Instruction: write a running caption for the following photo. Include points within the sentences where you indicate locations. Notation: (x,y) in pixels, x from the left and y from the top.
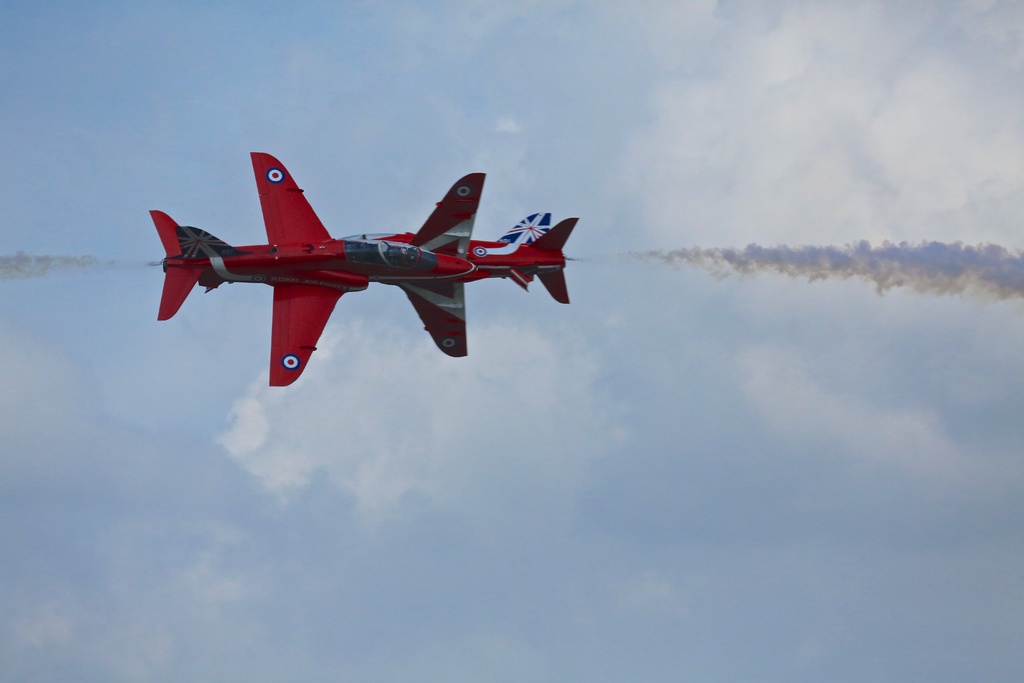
In the middle (559,281) two aeroplanes (367,279) are flying in the air (356,297). These are in red color and this is the cloudy sky (635,326).
